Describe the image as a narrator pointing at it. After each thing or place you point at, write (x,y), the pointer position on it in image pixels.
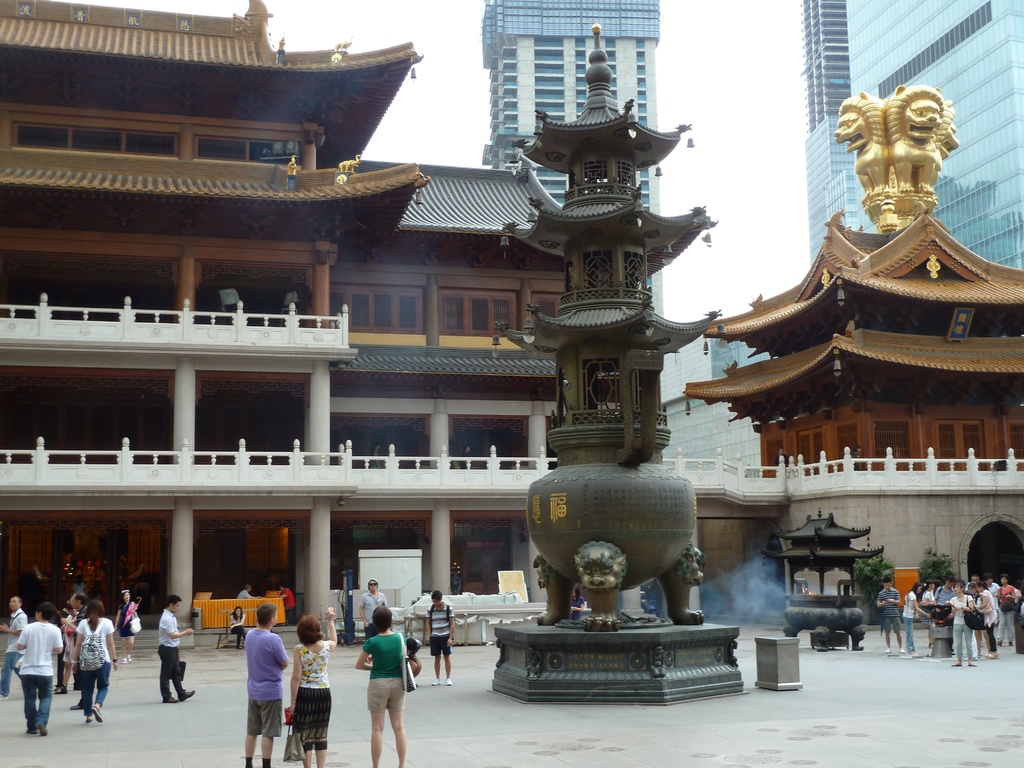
In this image there are a few people (83,621) standing on the road (719,729). There are structures (659,506) and a few other objects (839,540). In the background of the image (235,617) there are people (283,594) sitting on the chairs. There is a table (218,603). There are buildings (810,272), flower pots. At the top of the image (787,132) there is sky (796,101).
